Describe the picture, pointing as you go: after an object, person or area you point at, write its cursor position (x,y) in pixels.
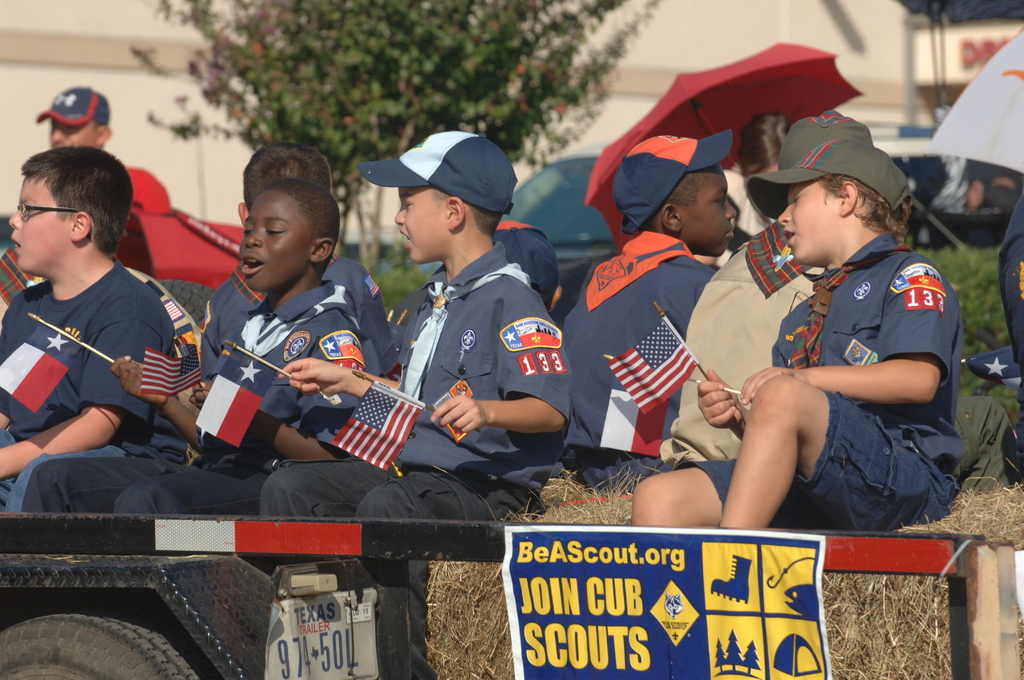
In this image I can see group of people (779,340) sitting, they are wearing uniform (505,325) and holding flags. Background (876,21) I can see few vehicles (524,214), plants (380,86) in green color and a building (92,74) in cream color.
